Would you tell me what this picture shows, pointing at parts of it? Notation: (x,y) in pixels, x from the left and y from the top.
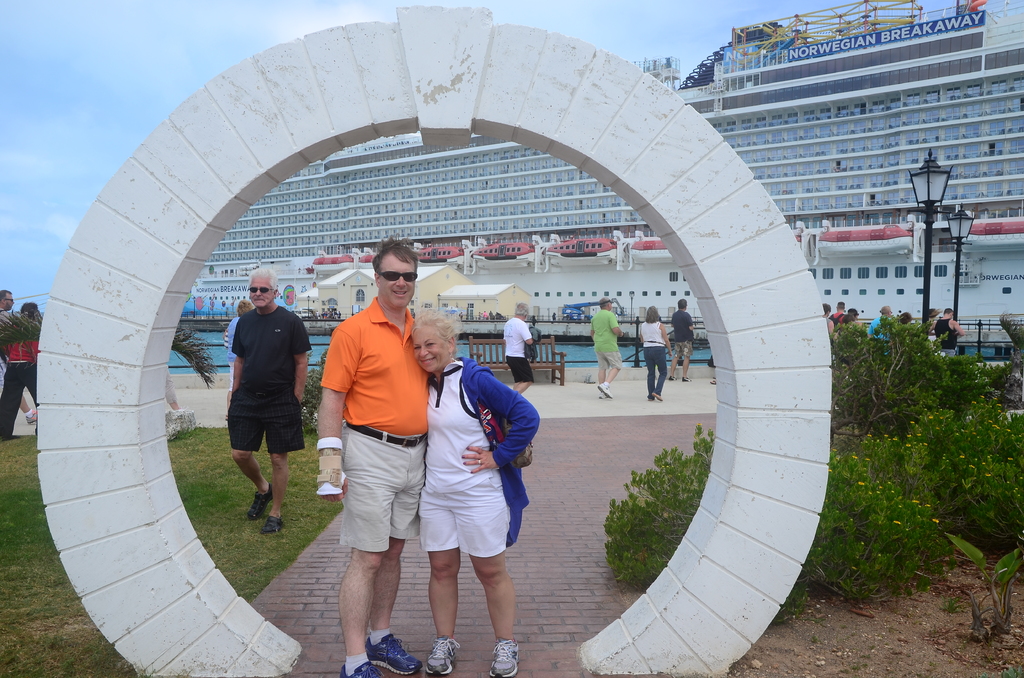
In this picture we two people (462,517) who are posing for a picture and over their head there is an white Arch (136,426) and in the background (947,229) we observe a huge cruise ship (941,157) on which we observe a NORWEGIAN BREAKAWAY (841,47).
